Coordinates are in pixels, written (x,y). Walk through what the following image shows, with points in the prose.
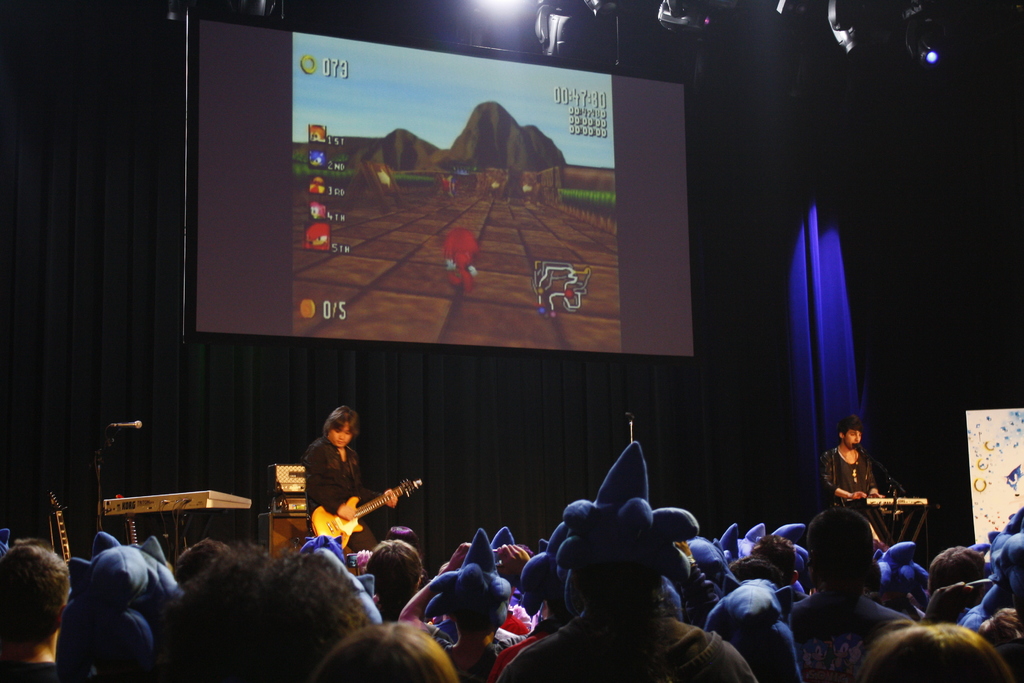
In this image we can see the screen (221,156) at the top (558,70). And we can see the lights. And we can see some people (339,467) holding musical instruments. And we can see the microphone (140,420). And we can see the audience (446,604).
